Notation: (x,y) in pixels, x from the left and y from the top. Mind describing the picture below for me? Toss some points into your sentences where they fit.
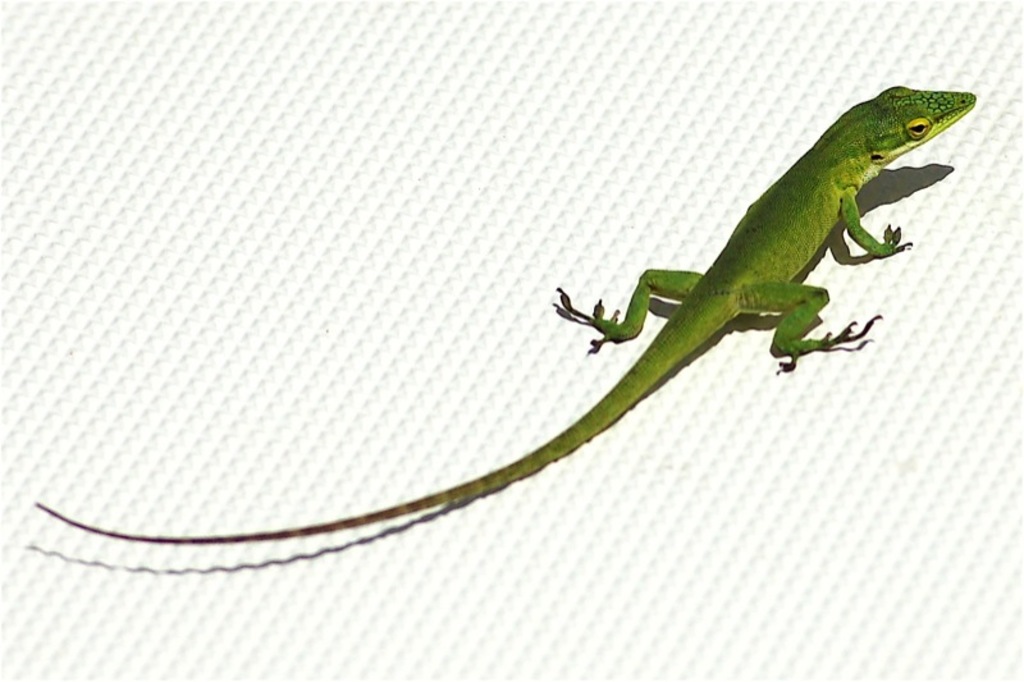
This is an edited picture. I can see a reptile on an object (489,314).
